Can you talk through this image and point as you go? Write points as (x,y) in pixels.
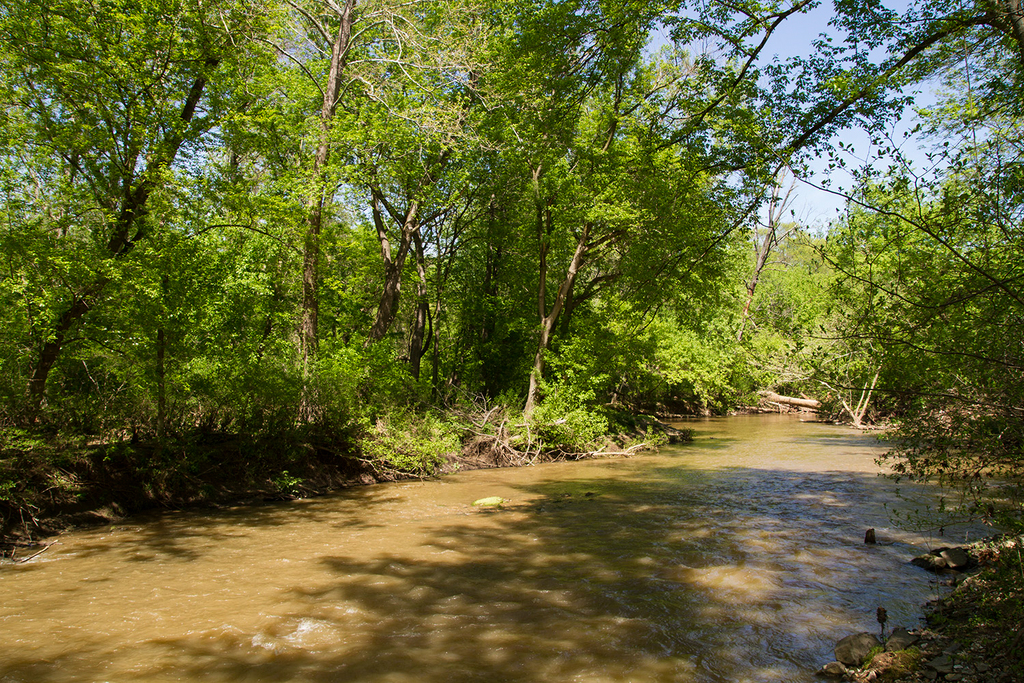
At the bottom (439,610) we can see water (455,573) is flowing. In the background (470,296) there are trees (612,258) and sky (924,189).
